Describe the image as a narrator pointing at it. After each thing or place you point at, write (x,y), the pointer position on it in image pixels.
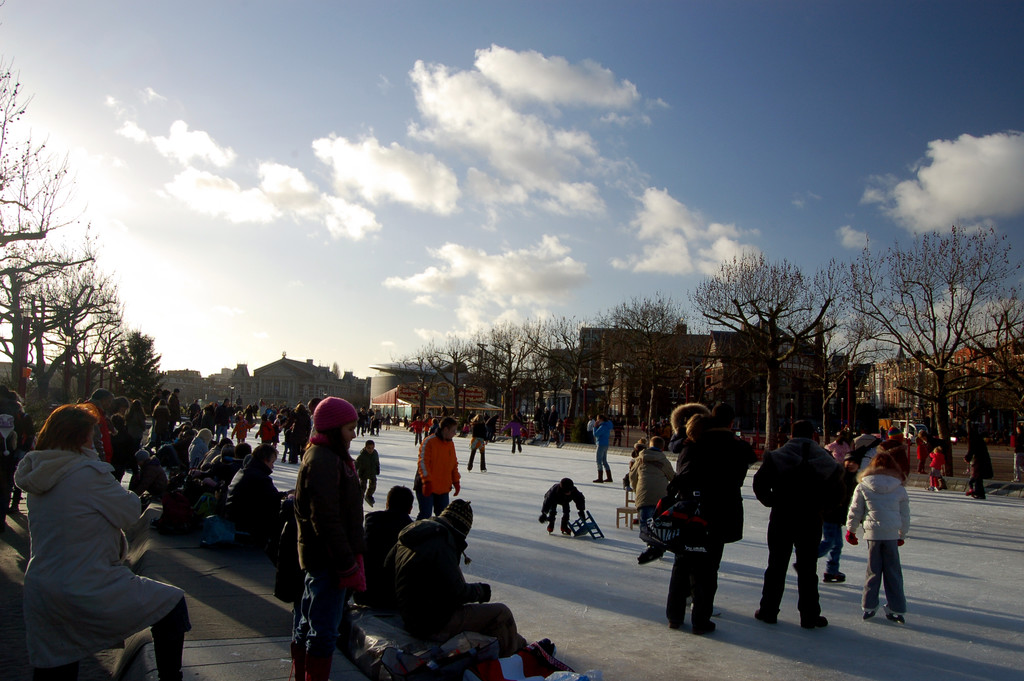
This picture is clicked in the city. At the bottom of the picture (427,557), we see the people (406,612) are sitting on the ground (519,544). The woman (316,610) on the left side (323,668) is standing. In the middle of the picture (656,443), we see the people (775,553) are standing. We see children (645,514) are playing. There are trees (944,426) and buildings (812,379) in the background (752,408). At the top (448,149), we see the sky (494,118) and the clouds (494,118).
